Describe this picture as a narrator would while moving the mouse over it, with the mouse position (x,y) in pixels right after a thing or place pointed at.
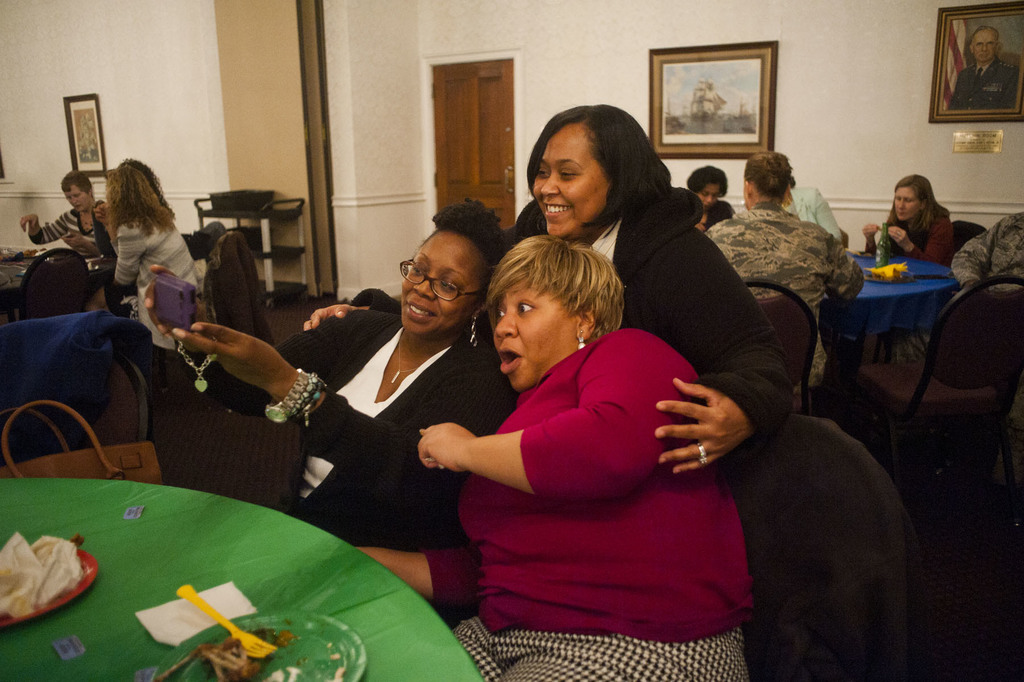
In this picture there are three women (679,312) in the center (647,419) posing for a picture. A woman (409,388) in the left side (339,497) is holding a mobile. In the left bottom (145,579), there is a table (269,577), on the table (156,570) there are plates (345,645) and a fork (253,642). Towards the right corner (892,222) there are other group of people (763,165) sitting around a table (922,264). In the background (611,39) there is the wall (536,53), door (511,106) and frames (766,91).
